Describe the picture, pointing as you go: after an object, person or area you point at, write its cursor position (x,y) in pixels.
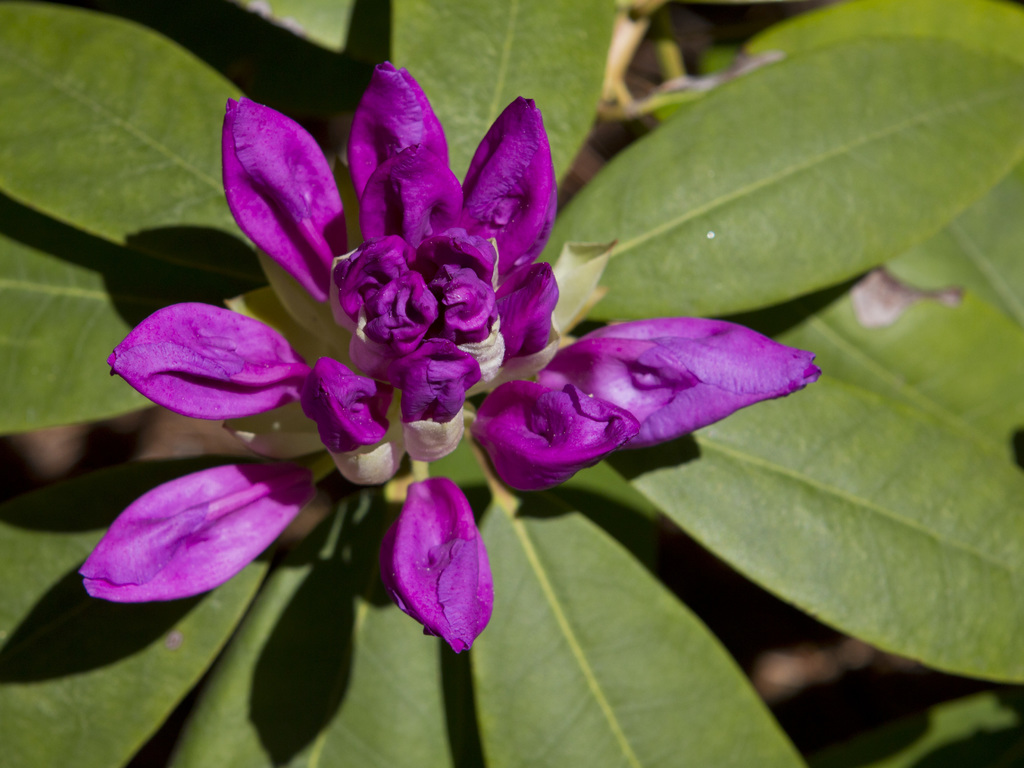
In this image we can see some flowers (256,513) which are in violet color and there are some leaves (76,542) which are in green color.
